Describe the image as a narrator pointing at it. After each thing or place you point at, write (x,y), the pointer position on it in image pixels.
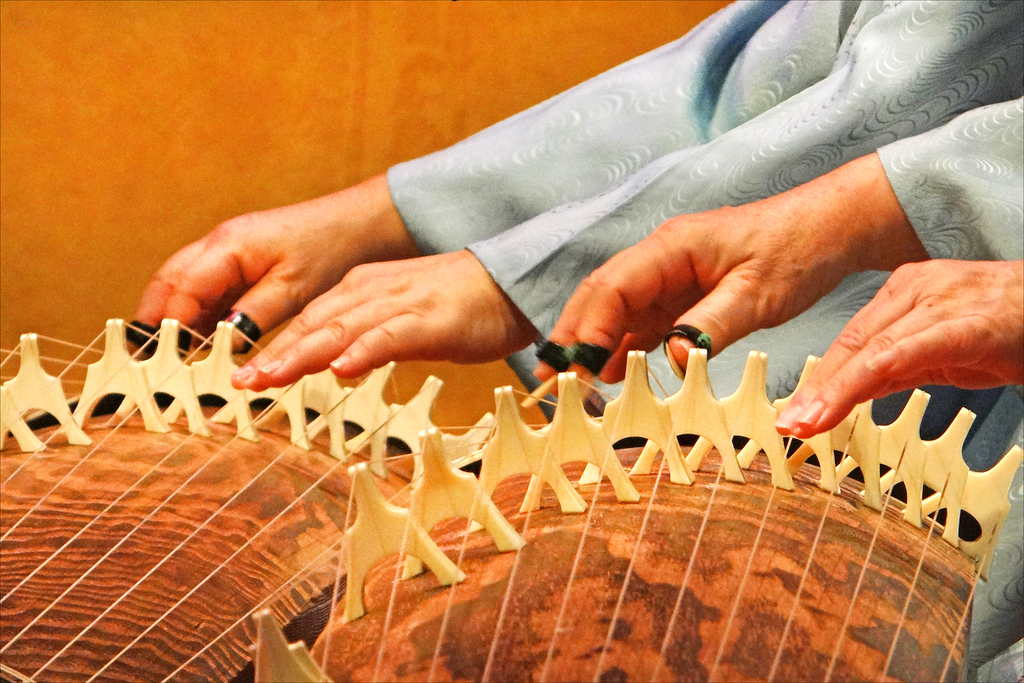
In this image I can see few people (646,238) are playing the musical instruments (454,478). Background (154,142) is in brown color.
